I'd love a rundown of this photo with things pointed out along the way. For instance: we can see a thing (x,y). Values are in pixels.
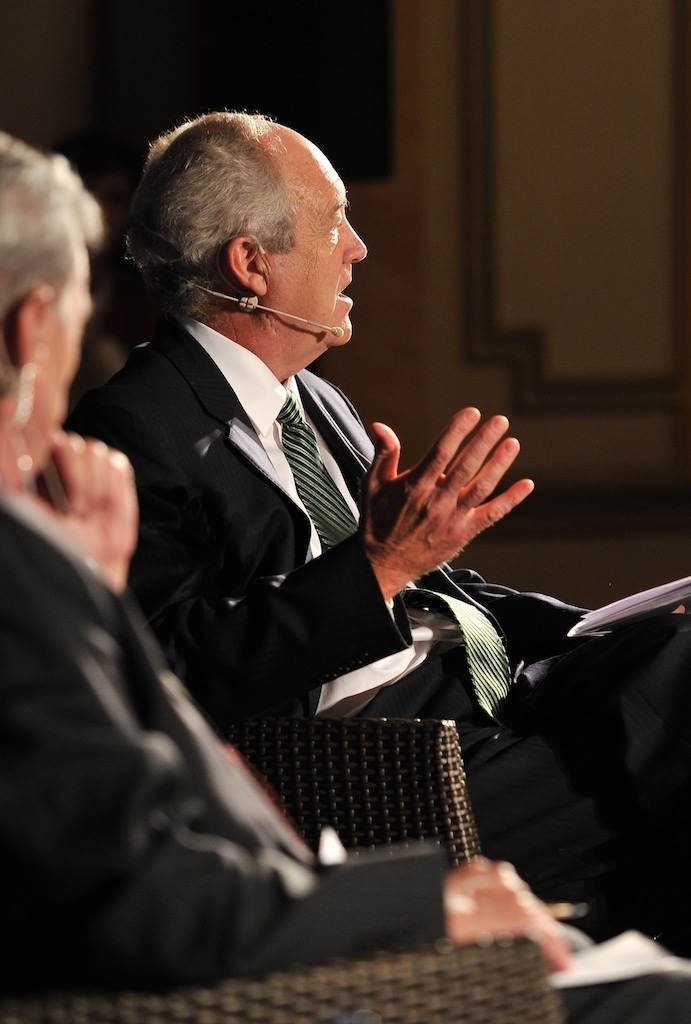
In this picture there is a man (275,638) who is wearing suit (136,374) and mic (243,299). He is sitting on the chair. On the left (118,907) there is a man (41,184) who is wearing mic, suit (25,659) and shirt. He is holding a pen (553,909) and paper (595,962). He is also sitting on the chair (486,1009).
